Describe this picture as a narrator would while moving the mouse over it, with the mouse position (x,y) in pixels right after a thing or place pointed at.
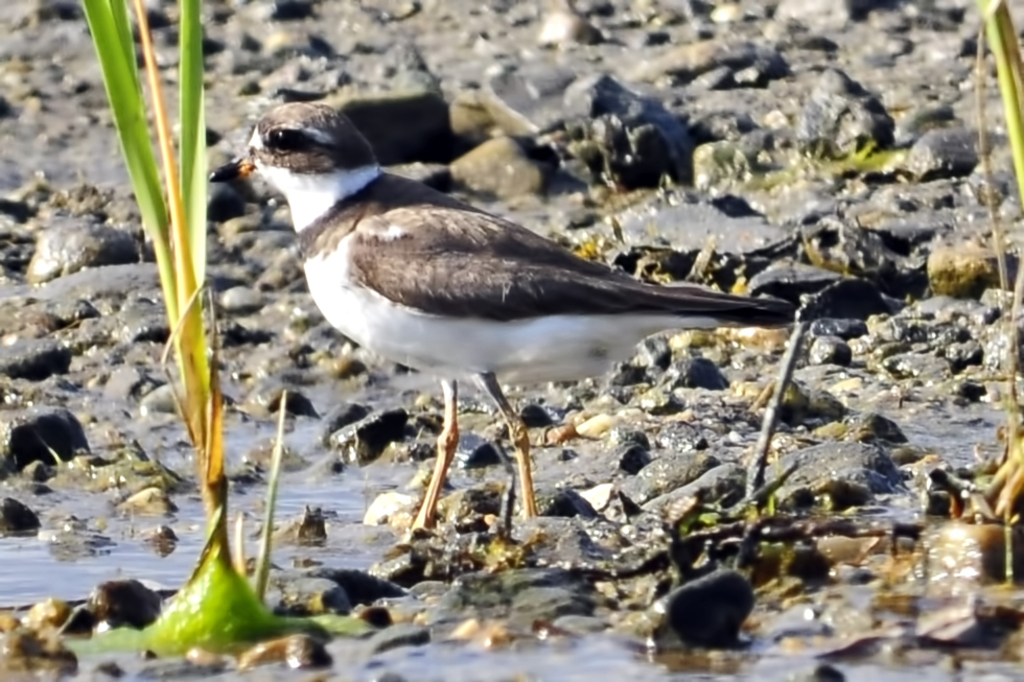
In this picture we can see a bird (346,200) standing on the ground (254,319), grass (129,97), water (618,676) and in the background (545,410) we can see stones (641,224).
